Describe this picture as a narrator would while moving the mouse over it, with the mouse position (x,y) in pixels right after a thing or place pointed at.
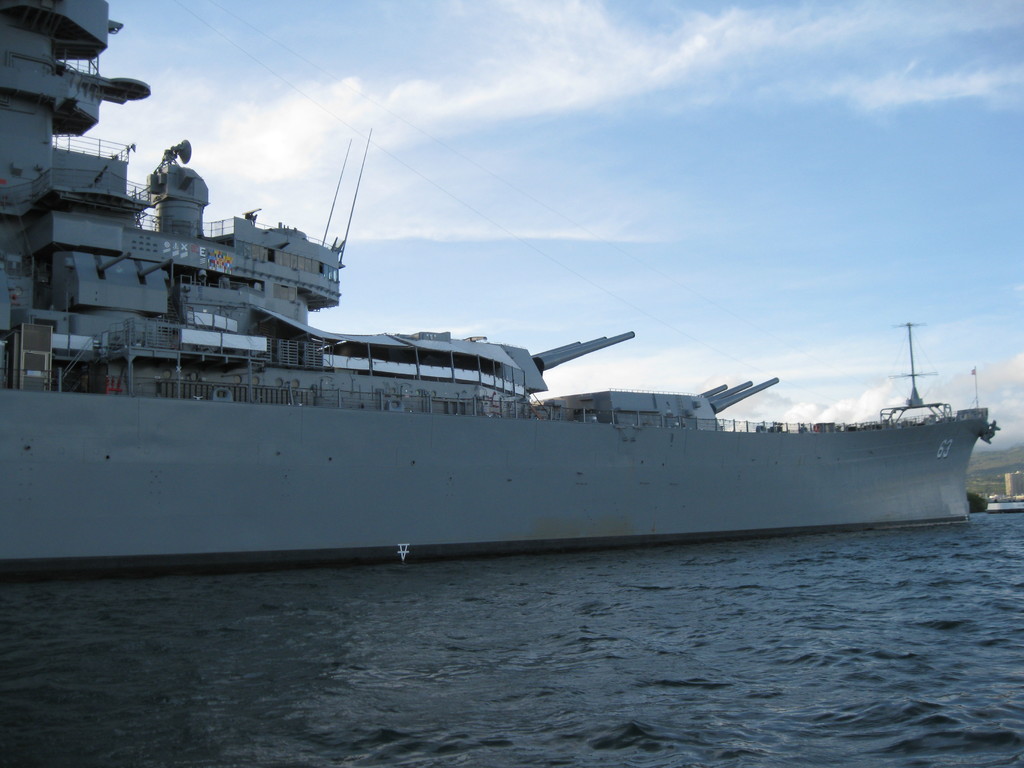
In the image we can see there is an ocean (901,621) and there is a ship (417,516) docked on the ocean (526,618). There is a cloudy sky (527,134).
